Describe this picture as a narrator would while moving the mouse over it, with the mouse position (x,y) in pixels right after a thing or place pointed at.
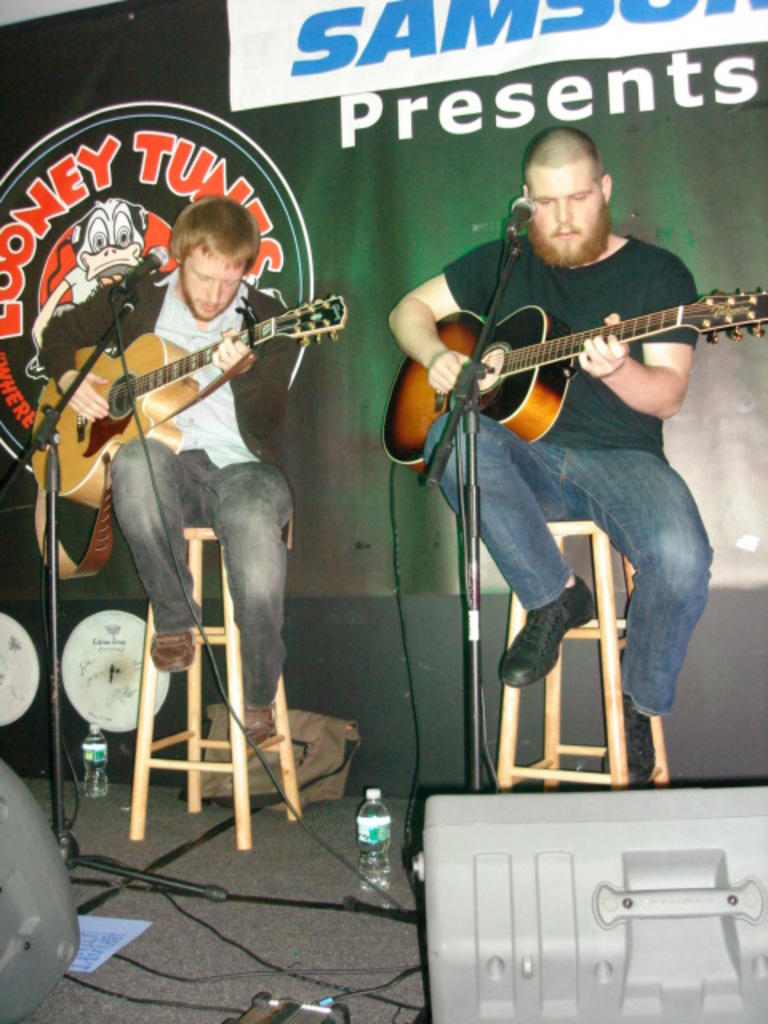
There are two persons (450,381) playing guitar (326,327) in front of a mike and there is a banner (352,313) behind them with something written on it.
